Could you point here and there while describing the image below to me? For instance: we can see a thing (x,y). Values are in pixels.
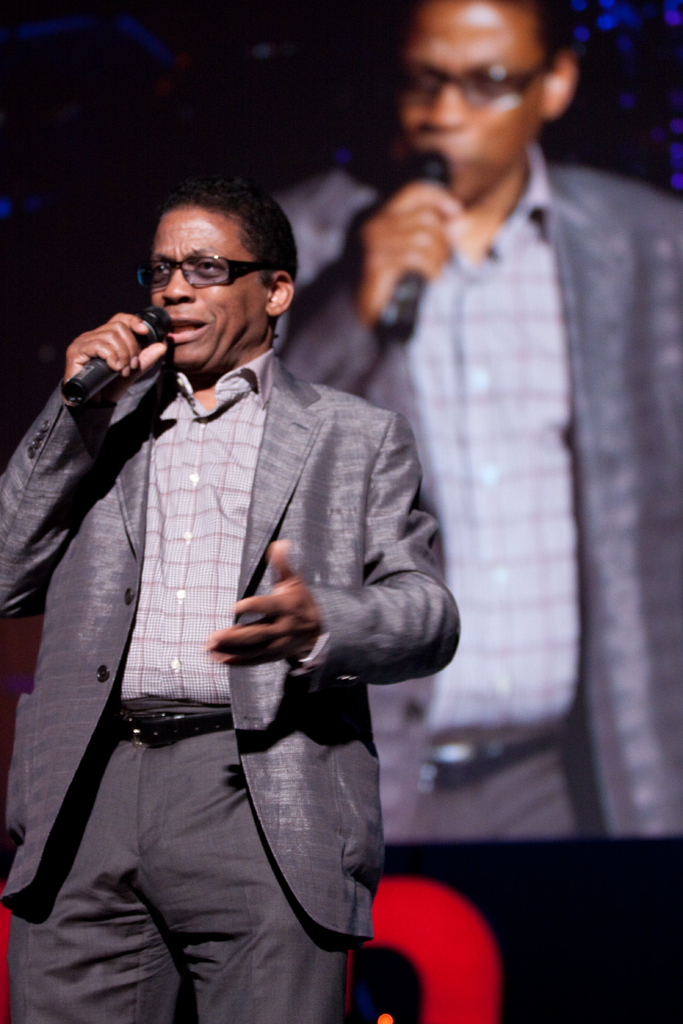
In the image there is a man (163,539) wearing grey suit (110,543) talking on mic (164,333).
